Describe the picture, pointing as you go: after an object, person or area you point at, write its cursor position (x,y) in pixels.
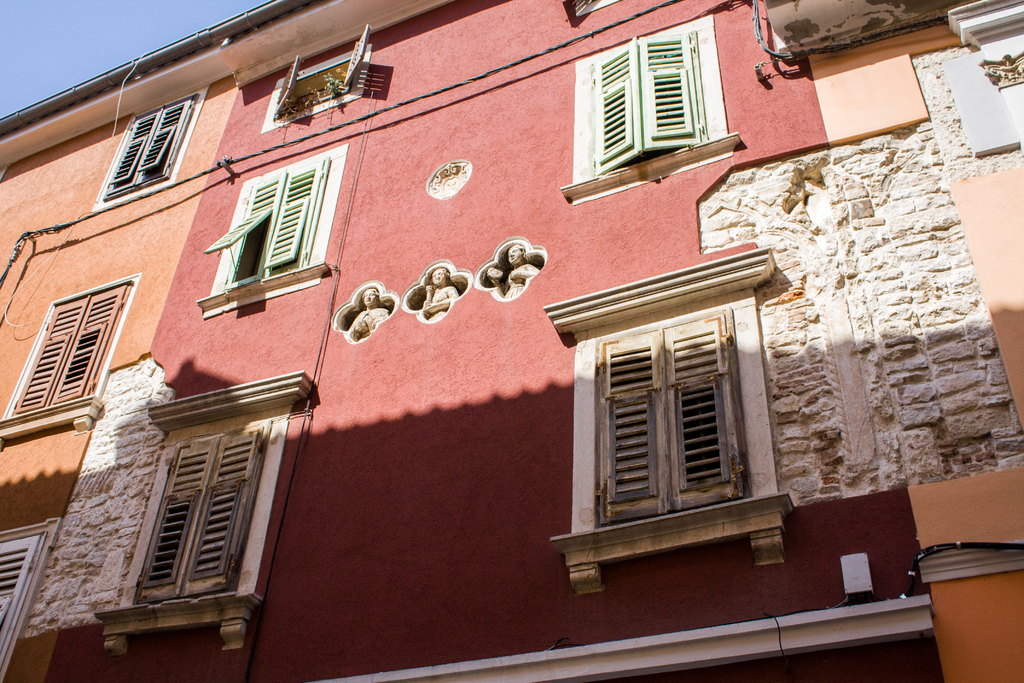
In this picture we can observe a building (356,333) which is in two colors. They are red and orange. We can observe wooden windows (250,217). There are three carvings (434,289) on this red color wall (339,231). In the background (61,53) there is a sky (114,44).
